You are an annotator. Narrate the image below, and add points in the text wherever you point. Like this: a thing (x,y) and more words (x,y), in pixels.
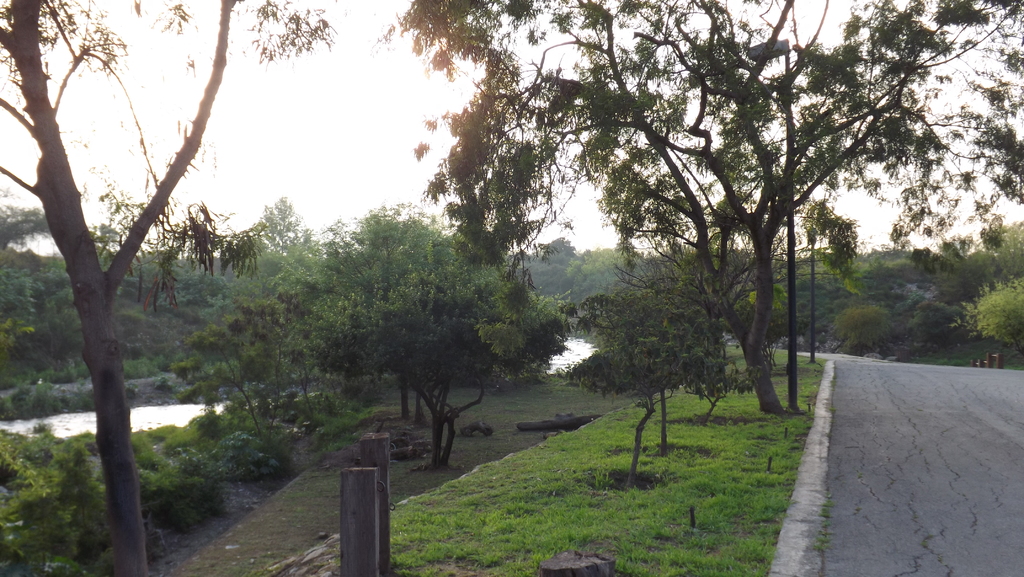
In the background (314,65) we can see the sky (687,142). In this picture we can see the trees (417,274), green grass (724,405), wooden poles (345,515) and the water (577,338). On the right side of the picture (940,452) we can see the road (940,448).
